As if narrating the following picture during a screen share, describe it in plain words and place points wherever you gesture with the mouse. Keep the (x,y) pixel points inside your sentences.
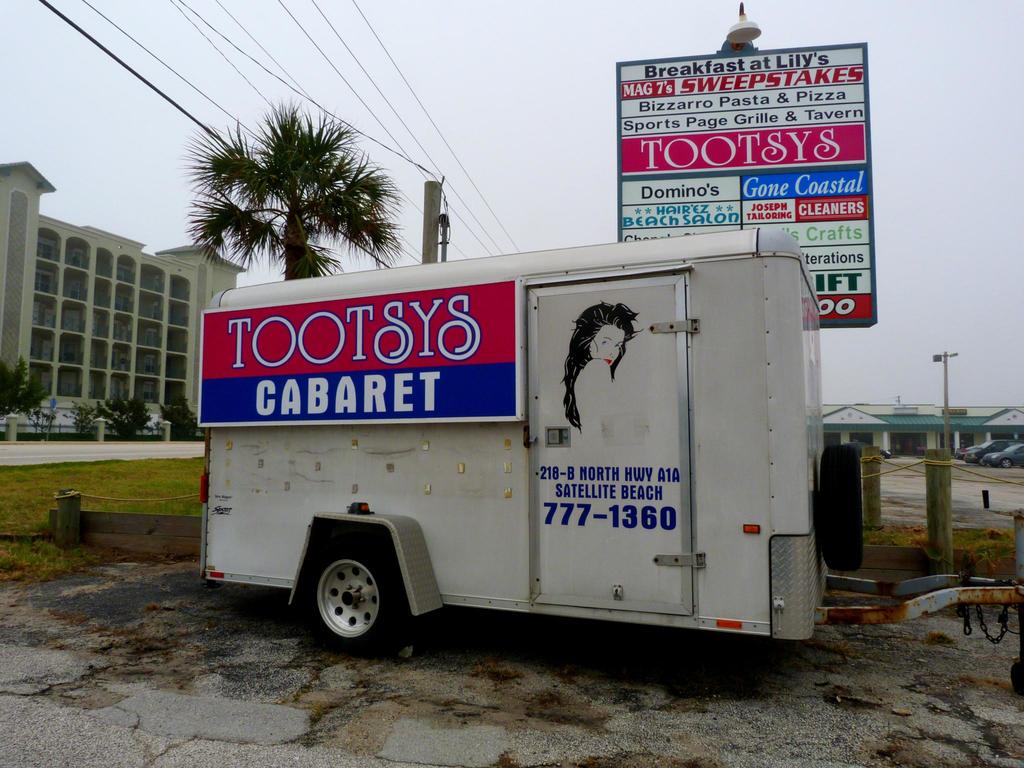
This image consists of a cart (494,505). On which we can see text (331,399). At the bottom (225,713), there is a ground (173,714). On the left (113,412), there is a building (43,324) along with the trees (116,405). On the right (982,463), we can see the cars (1015,461) parked. And we can see a board (754,54).
